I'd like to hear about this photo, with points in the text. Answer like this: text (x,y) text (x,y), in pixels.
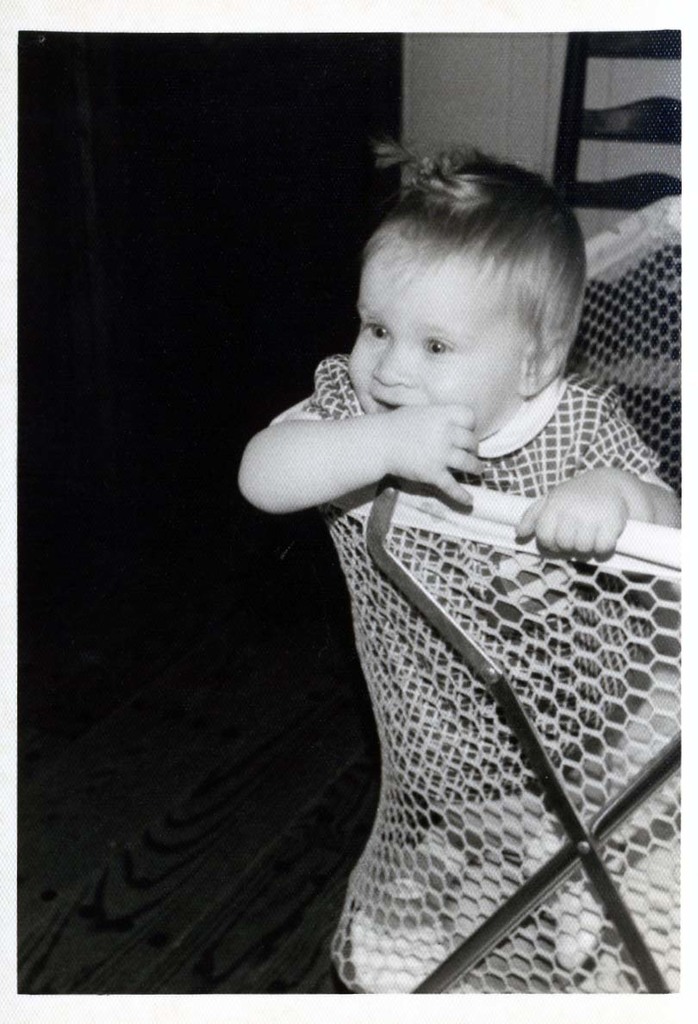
In this image we can see black and white picture of a baby (570,437) in a basket (485,815) placed on stands (521,902). In the background (649,93), we can see a chair (577,126) and the wall (587,161).
